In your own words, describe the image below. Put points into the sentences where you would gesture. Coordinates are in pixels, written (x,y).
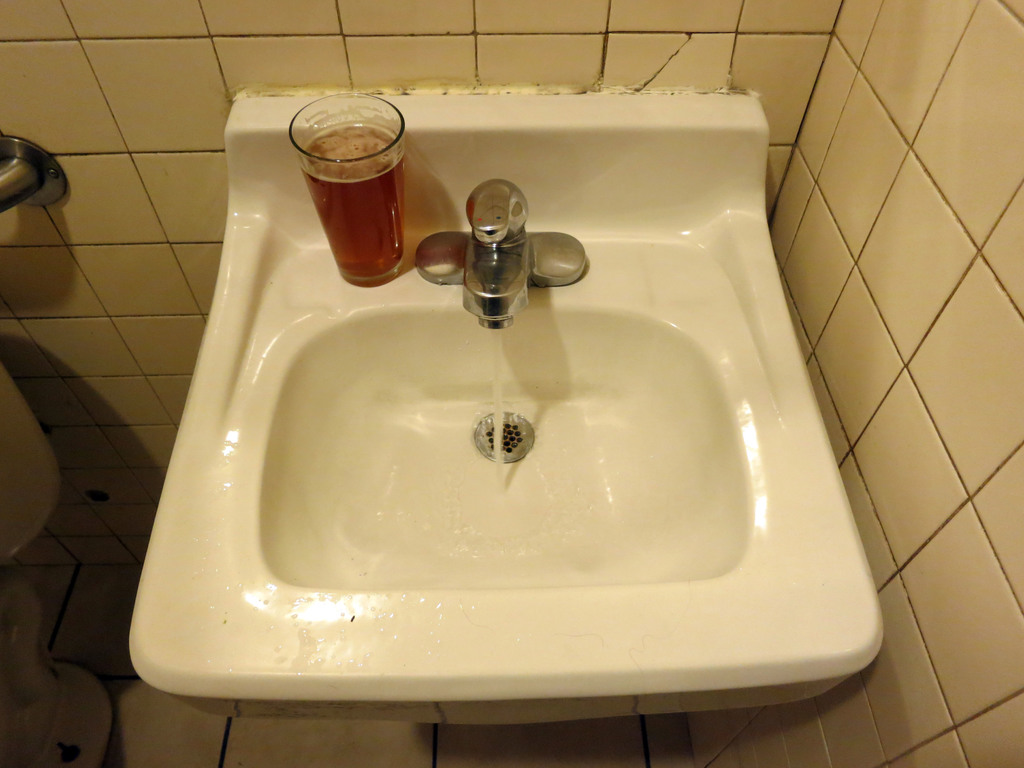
In the picture we can see the sink (550,709) with a tap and beside it, we can see a glass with liquid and beside the sink (793,620) we can see the wall (995,673) with tiles (948,190).
